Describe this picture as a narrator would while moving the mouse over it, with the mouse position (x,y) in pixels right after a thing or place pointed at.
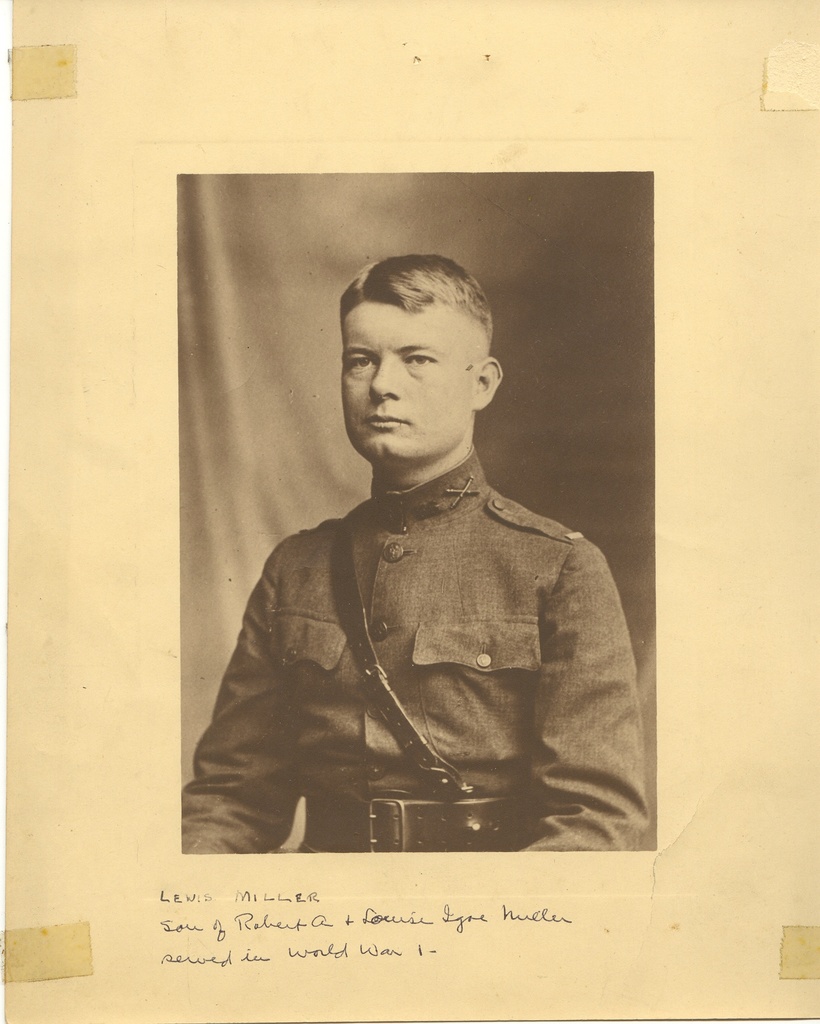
In this picture we can see a photo (247,734) of a man (410,297) on the page (733,453) and at the bottom of this photo (384,507) we can see some text (185,925).
